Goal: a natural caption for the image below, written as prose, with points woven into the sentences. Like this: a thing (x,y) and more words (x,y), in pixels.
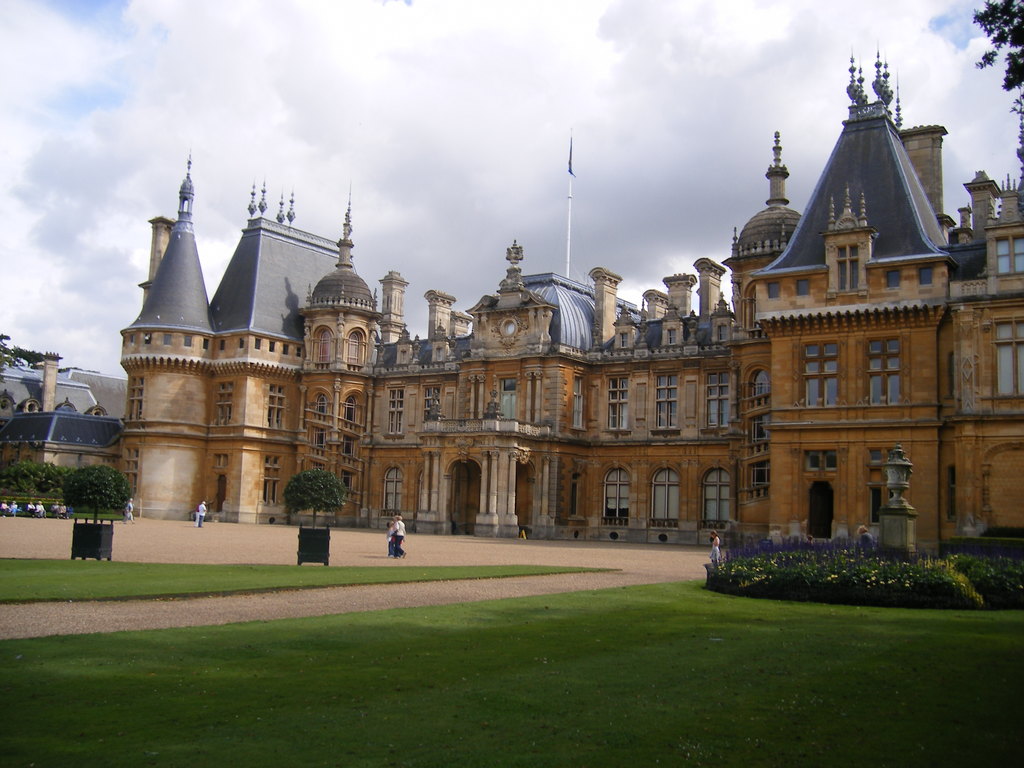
In this picture we can see building (290,371). At the top of the building (879,305) we can see the domes (745,242), poles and flag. At the bottom (729,653) we can see grass (680,757). On the right (731,566) there is a woman (714,544) who is standing near to the plant (793,584). In the center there is a group of persons (388,526) were walking near to the bin (317,533). On the left (31,516) we can see the group of person (39,506) sitting on the bench (13,511). At the top (549,87) we can see sky (377,99) and clouds (341,39). In the top right corner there is a tree (1023,28).
